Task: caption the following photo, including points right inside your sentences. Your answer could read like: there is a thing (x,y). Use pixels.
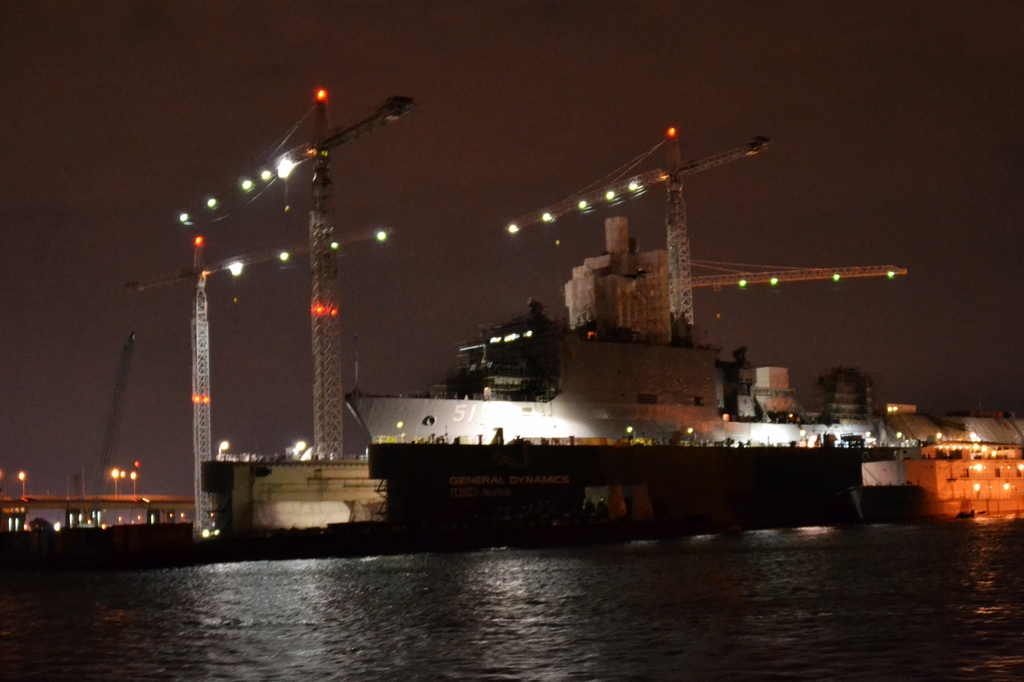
In this image I can see few ships (742,380), water (804,580), lights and building (981,459). The image is dark.
